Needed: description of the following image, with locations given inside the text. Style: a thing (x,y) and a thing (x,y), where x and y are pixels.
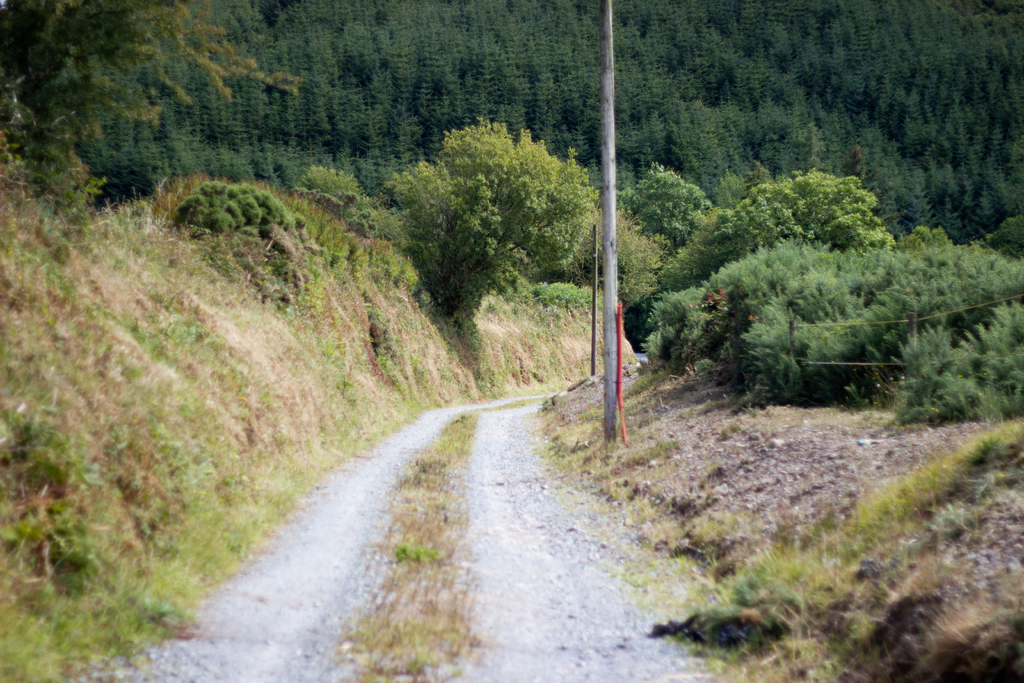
As we can see in the image there is grass (909,493), plants (921,412), trees (502,268) and pole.
